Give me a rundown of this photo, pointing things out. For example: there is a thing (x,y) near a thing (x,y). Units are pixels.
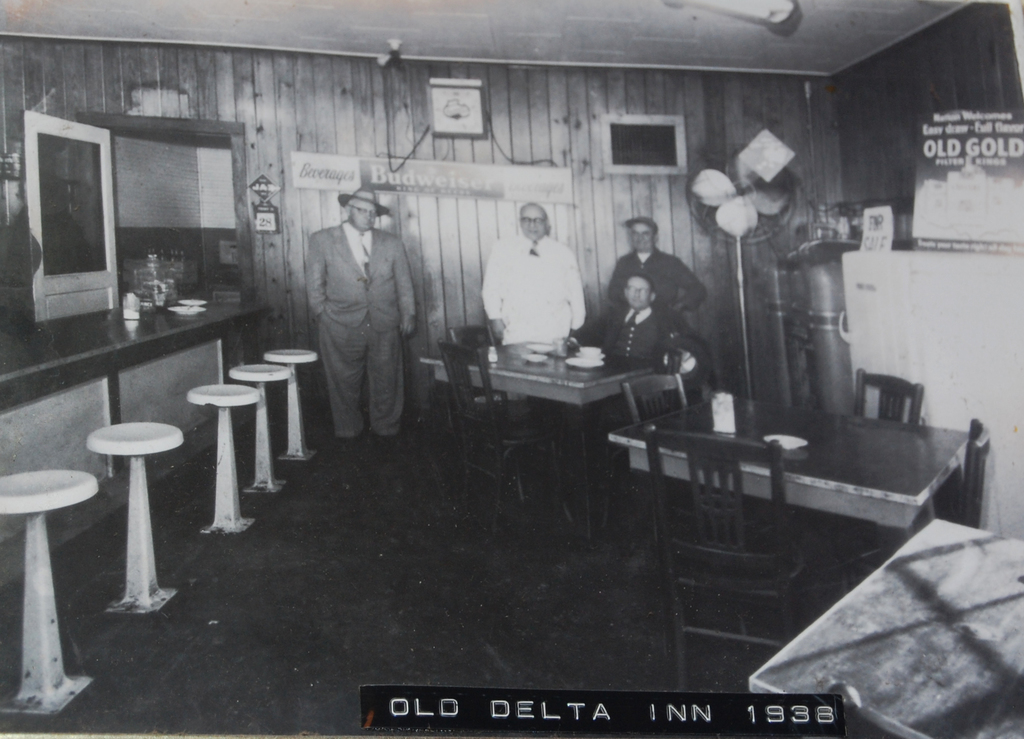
This picture show few people (572,315) standing and a man (648,355) seated on the chair (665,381) and we see few stools (278,360) on the side and a photo frame (644,154) on the wall (713,146).
